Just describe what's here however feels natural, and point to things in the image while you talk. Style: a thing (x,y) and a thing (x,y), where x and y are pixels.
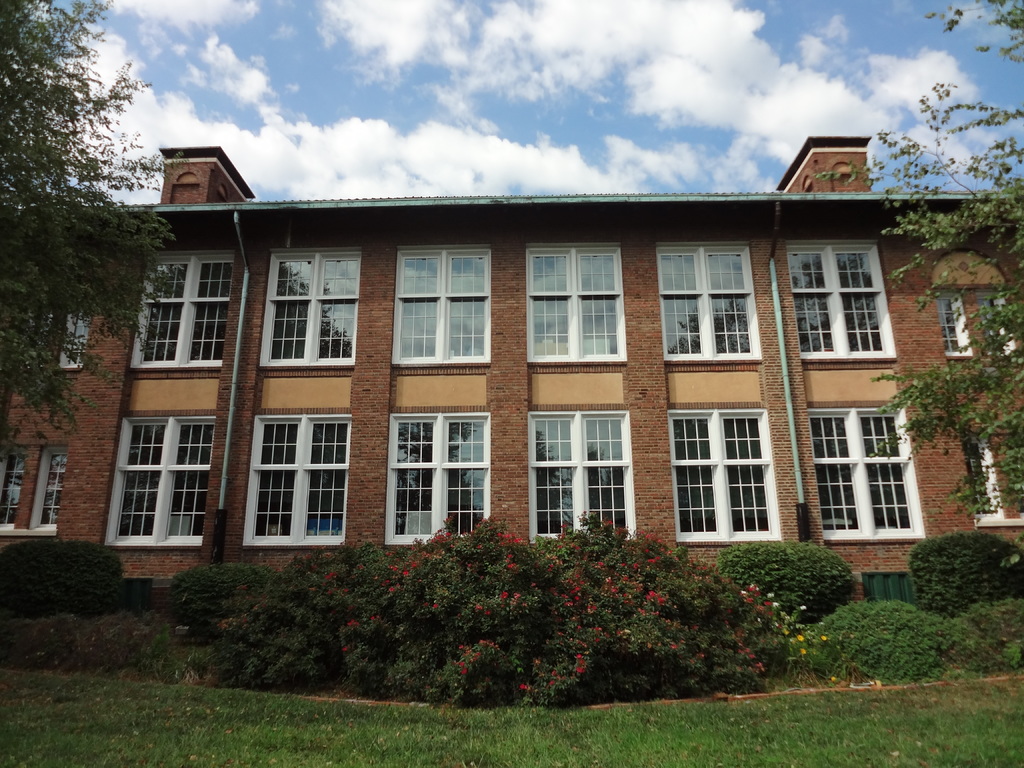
In this image we can see a building (514,502) with windows (697,492), in front of the building (776,532) we can see some plants (563,639), grass (199,701) and trees (58,306), in the background (84,108) we can see the sky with clouds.
